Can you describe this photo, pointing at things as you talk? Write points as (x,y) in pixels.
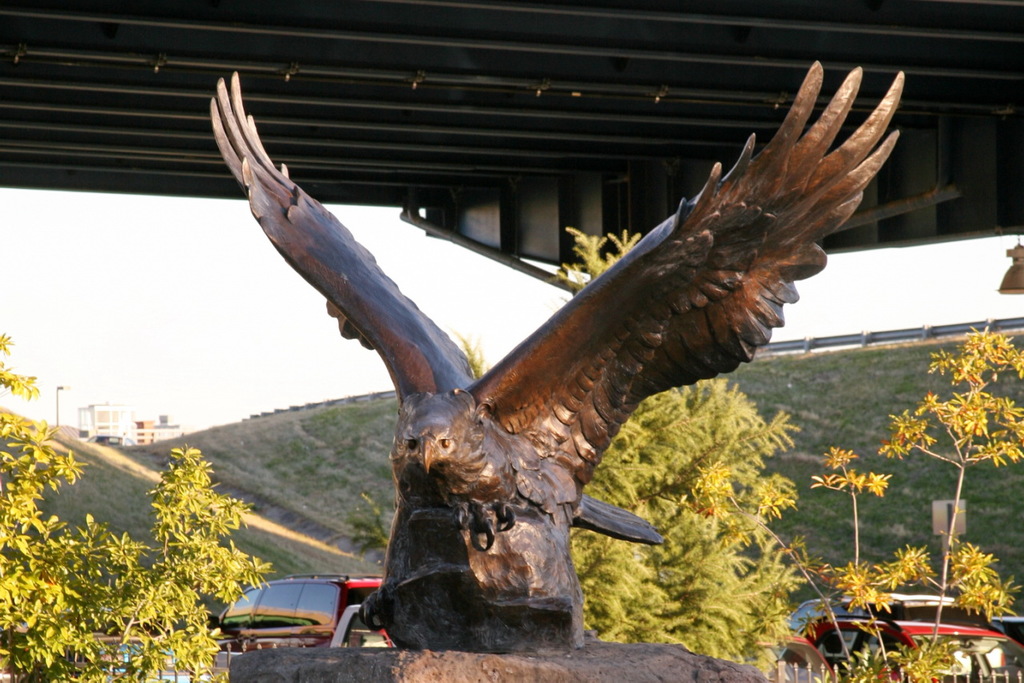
Under the shed (410,133) there is a statue (470,521). In the background of the image (698,507) there are trees (8,572), grass (944,498), buildings (116,421), light pole (55,411), vehicles (309,638), board (963,530) and sky (192,278).
